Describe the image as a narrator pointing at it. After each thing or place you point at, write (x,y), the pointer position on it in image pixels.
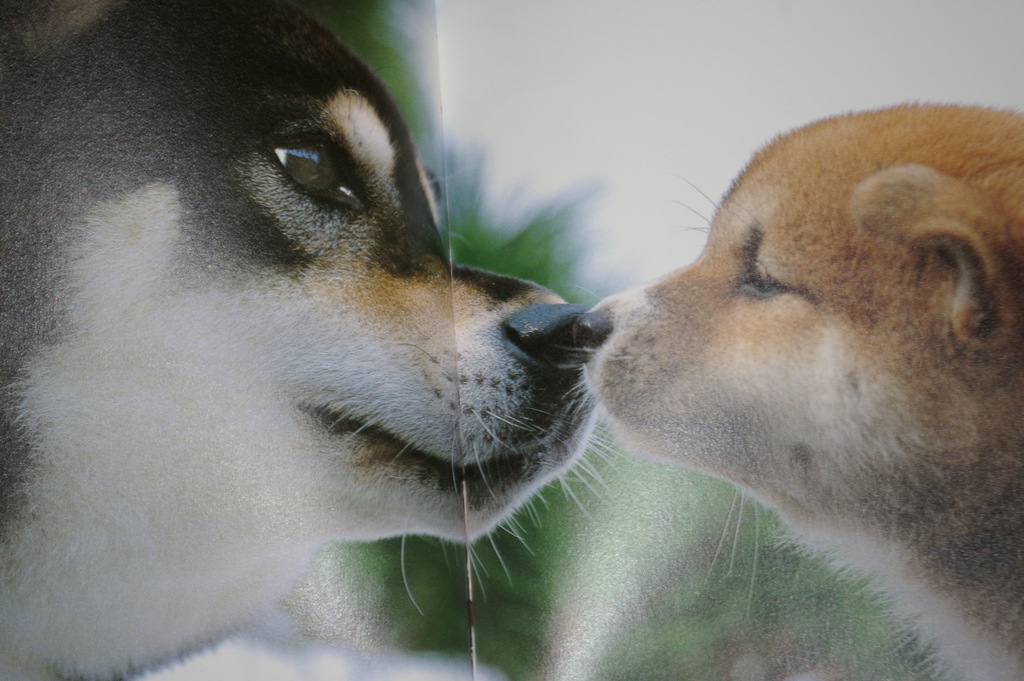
In this image there are animals (488,371) in the front (537,364) and the background (773,566) is blurry.
